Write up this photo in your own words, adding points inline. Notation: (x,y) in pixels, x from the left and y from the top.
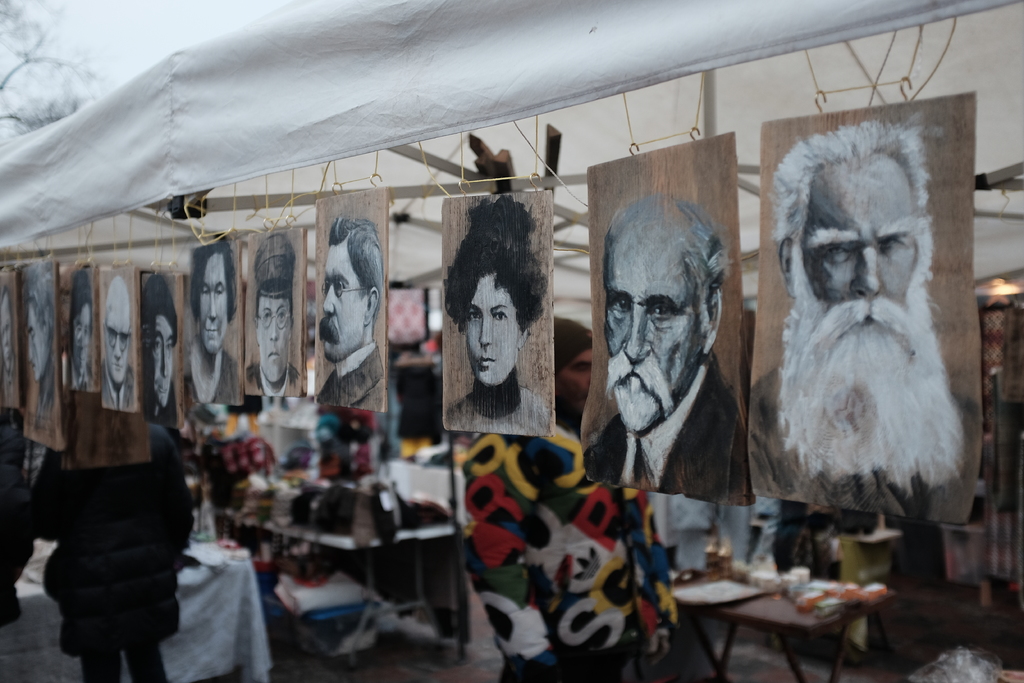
In this image we can see people (138,609), tablecloths (241,641), pictures (458,409), and few objects (337,455). At the top of the image (347,134) we can see a tent (861,90).
